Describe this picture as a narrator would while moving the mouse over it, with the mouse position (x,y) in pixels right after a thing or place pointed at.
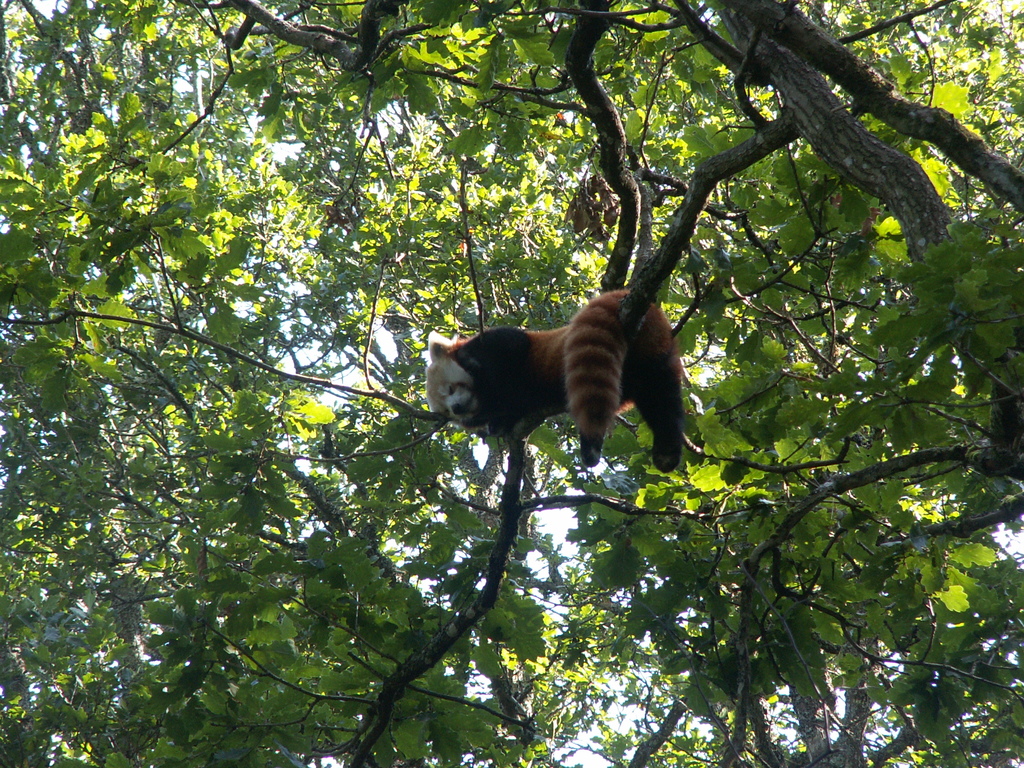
In this image there is a tree (854,593) truncated, there is Red Panda (540,368) on the tree (395,243).
